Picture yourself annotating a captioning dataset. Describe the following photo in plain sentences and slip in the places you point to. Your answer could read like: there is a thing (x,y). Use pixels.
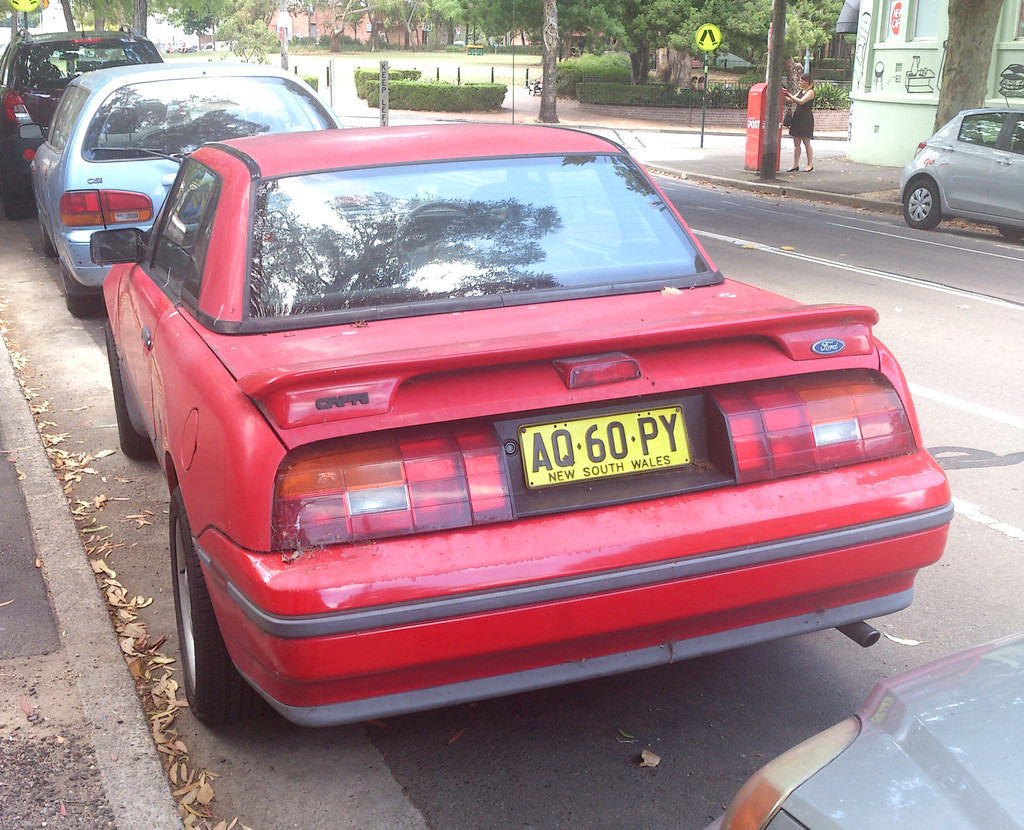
In this image, there are a few vehicles (922,218). We can see the ground (502,119). We can see some buildings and poles (770,104). We can see a person (796,137) and a red colored object (750,144). There are a few trees (761,53) and plants (415,98). We can see the fence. We can see some sign boards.
